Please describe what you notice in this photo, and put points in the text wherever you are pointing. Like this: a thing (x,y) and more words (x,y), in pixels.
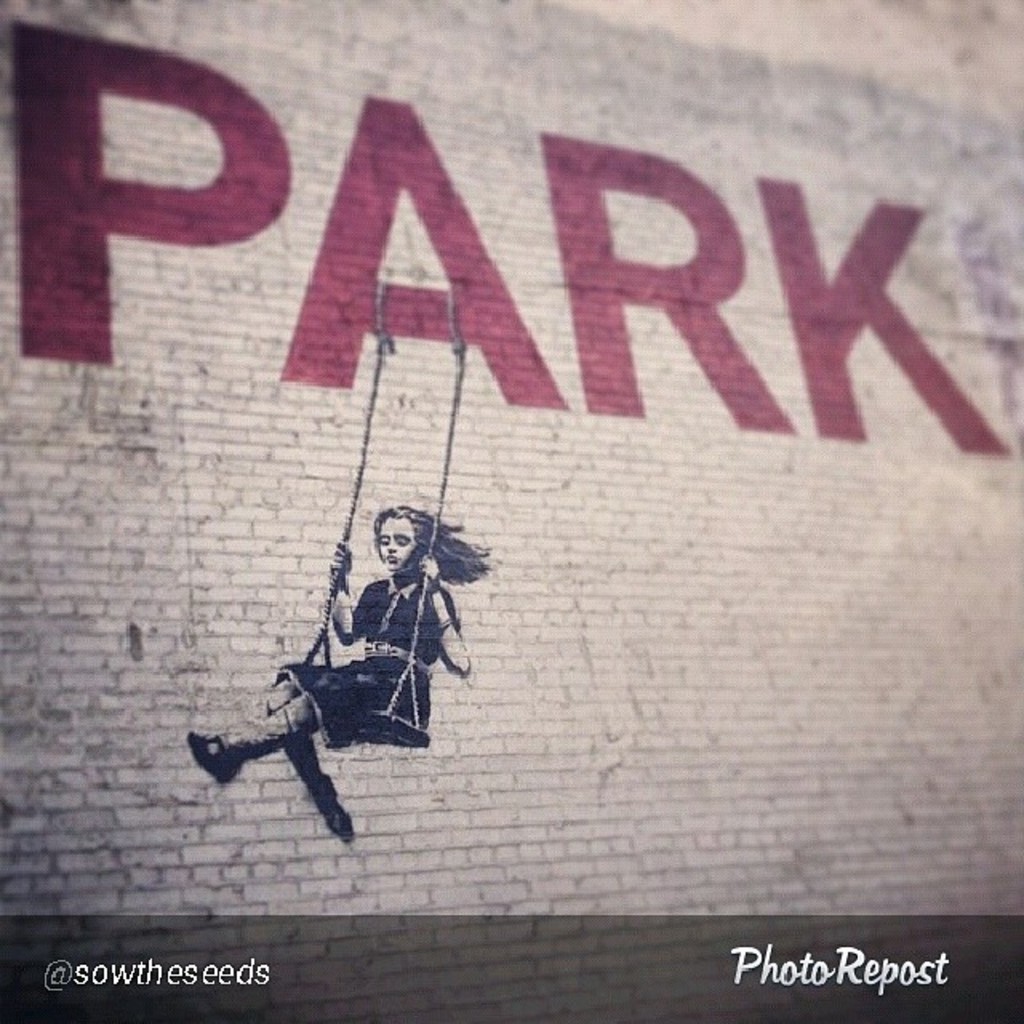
In this picture we can see an art (543,381), at the bottom of the image (130,972) we can find some text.
